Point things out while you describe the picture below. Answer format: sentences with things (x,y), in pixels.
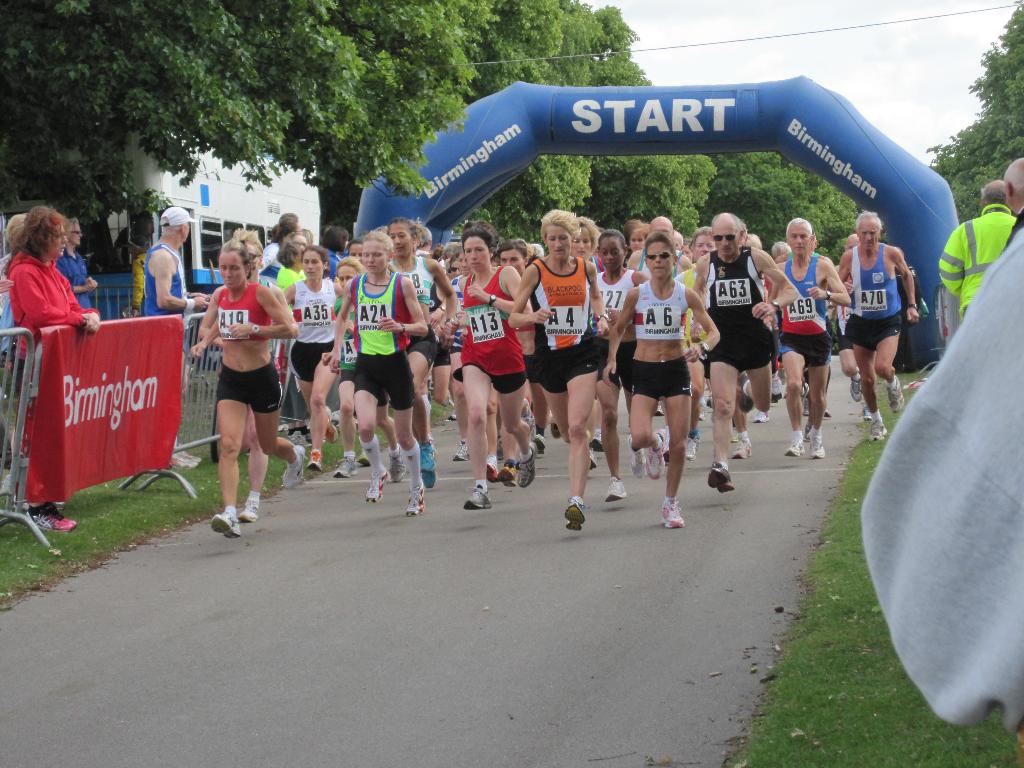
In this image, we can see some persons (862,318) wearing clothes (384,338) and running on the track (290,590). There are some persons (164,255) on the left side of the image (10,255) standing in front of barricade (35,356). There is an arch (501,133) in the middle of the image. In the background of the image (127,114), there are some trees (277,40) and sky (800,73).
